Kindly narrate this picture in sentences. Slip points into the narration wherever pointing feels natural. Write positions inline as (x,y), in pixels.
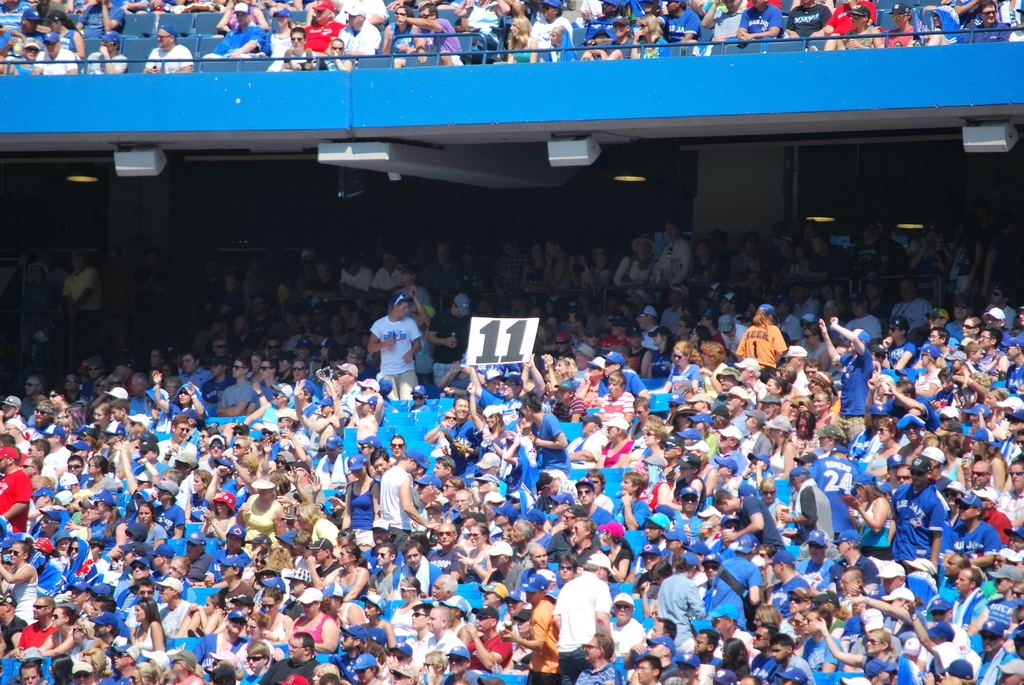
In this image we can see many people (390,395) sitting on chairs (619,485). And this is a stadium (499,174). Also we can see some people (409,340) wearing caps (518,374). And there is a person (497,383) holding a paper (494,352) with a number (494,352).
